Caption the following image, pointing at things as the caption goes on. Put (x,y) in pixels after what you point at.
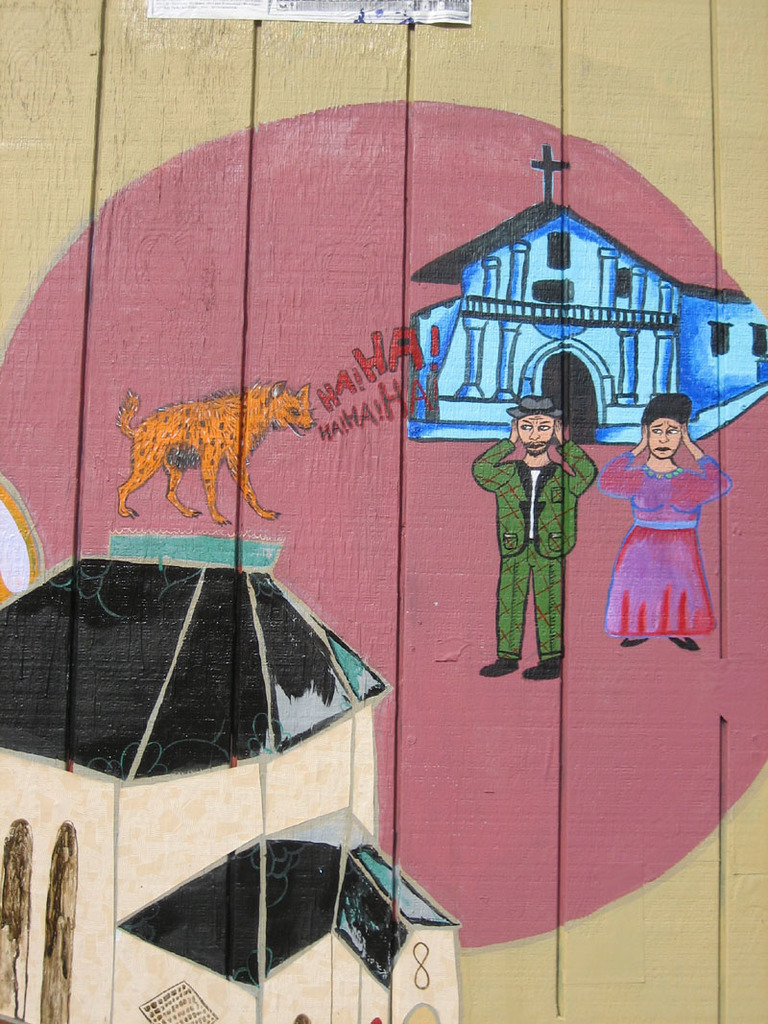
In this picture we can see painting (493,224), on this painting (476,146) we can see persons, building (501,263) and an animal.
